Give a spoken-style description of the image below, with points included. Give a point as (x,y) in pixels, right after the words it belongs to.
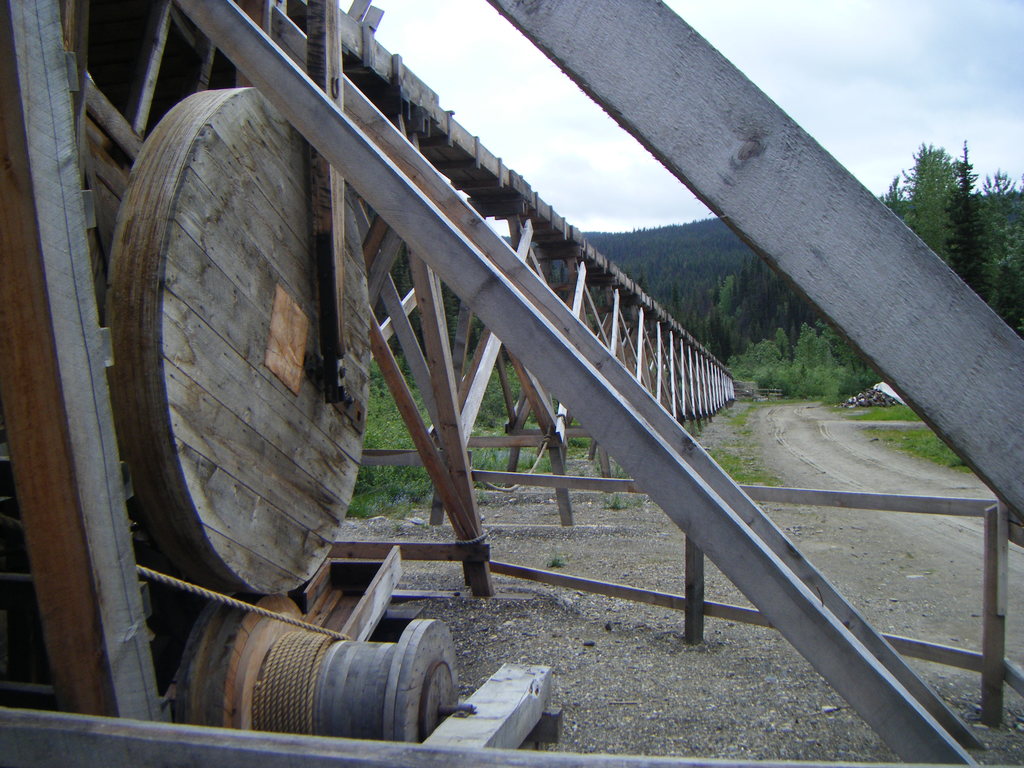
In this picture we can see the road (875,568), trees (757,355), stones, rope (313,646), fence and in the background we can see the sky (902,82) with clouds (937,93).
